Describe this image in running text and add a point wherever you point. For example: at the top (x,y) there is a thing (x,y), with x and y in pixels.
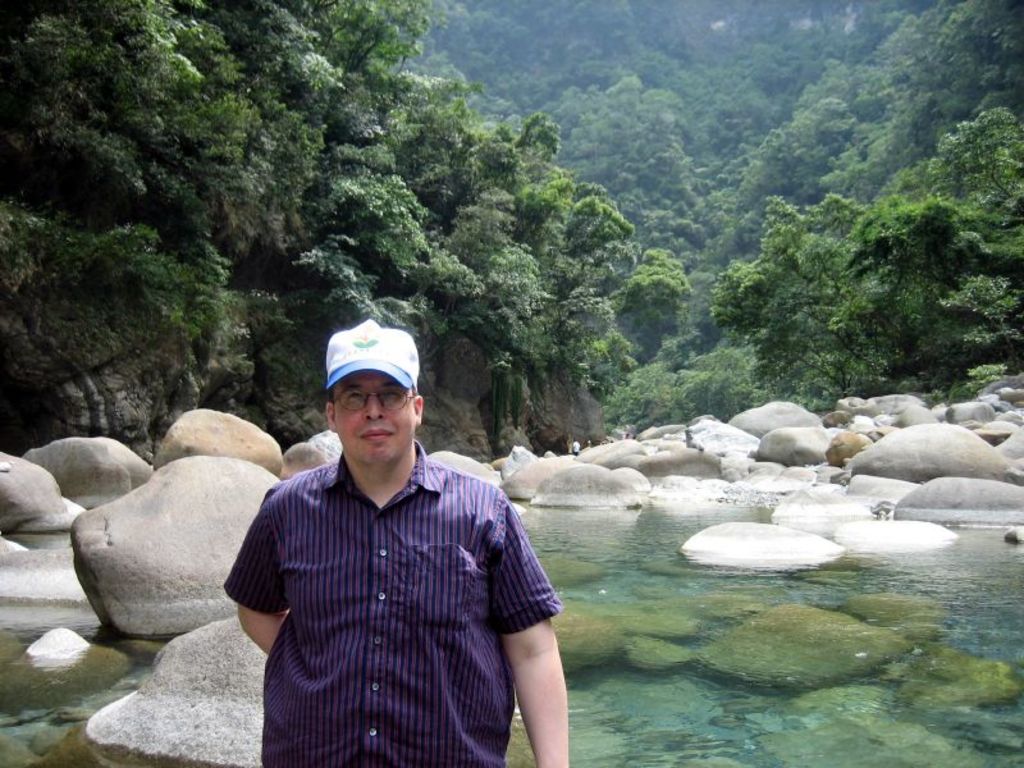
In this image I can see a man (295,589) is standing and I can see he is wearing purple t shirt (383,616), white cap (368,352) and specs (387,393). I can also see water (654,670) and in the background (961,360) I can see number of rocks (124,730) and number of trees (276,208).
